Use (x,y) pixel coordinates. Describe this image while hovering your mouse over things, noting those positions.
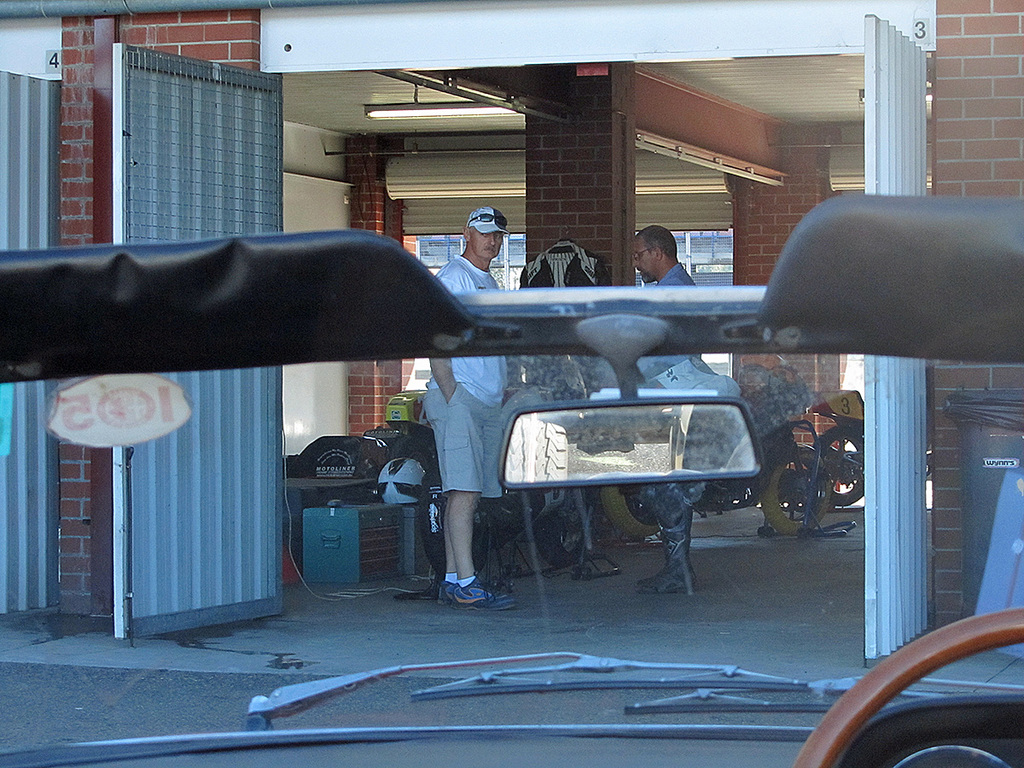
In this picture, we can see a vehicle (419,666) with a steering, mirror (616,466), transparent glass (412,656) and wipers (494,674). In front of the vehicle (399,321), there are two people (496,363) standing inside of a building (347,214). In the building (339,204) there are motorbikes (418,453) and some objects (345,445). Behind the people (471,284) there is a wall (361,224) and windows (432,249). At the top (402,110) there is a ceiling light (387,112).
